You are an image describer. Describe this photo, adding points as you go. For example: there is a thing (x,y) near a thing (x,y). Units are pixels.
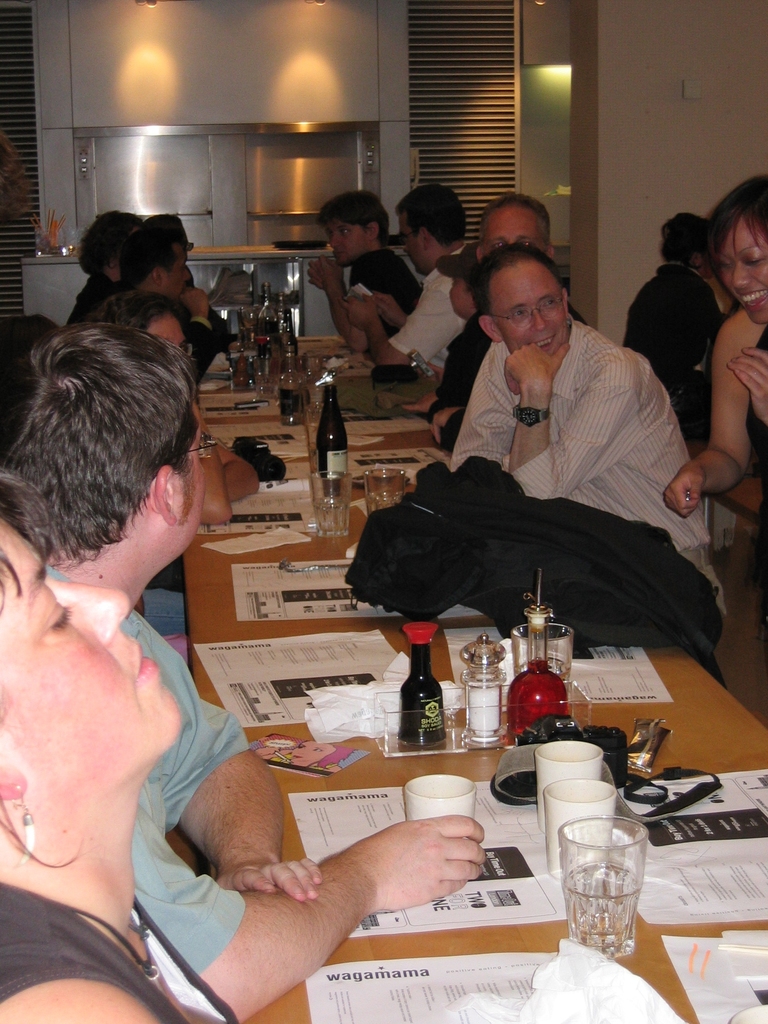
People (69,465) are sitting on either side of a long table (308,350) at a party.
